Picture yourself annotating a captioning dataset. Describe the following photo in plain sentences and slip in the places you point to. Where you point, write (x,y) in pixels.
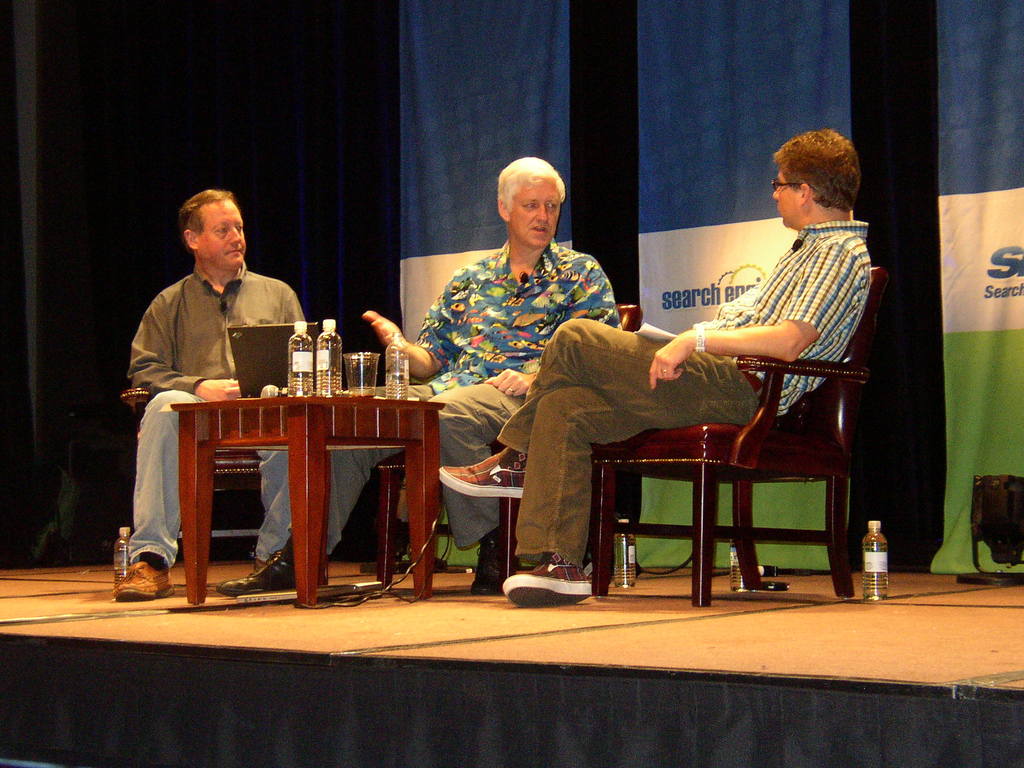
The person (512,294) in the middle (486,315) is sitting in a chair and speaking in front of a person (806,309) sitting beside him and there is other person (195,286) sitting on the other side of him and there is a table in front of them which has water bottles (322,363) and laptop (278,359) on it.
